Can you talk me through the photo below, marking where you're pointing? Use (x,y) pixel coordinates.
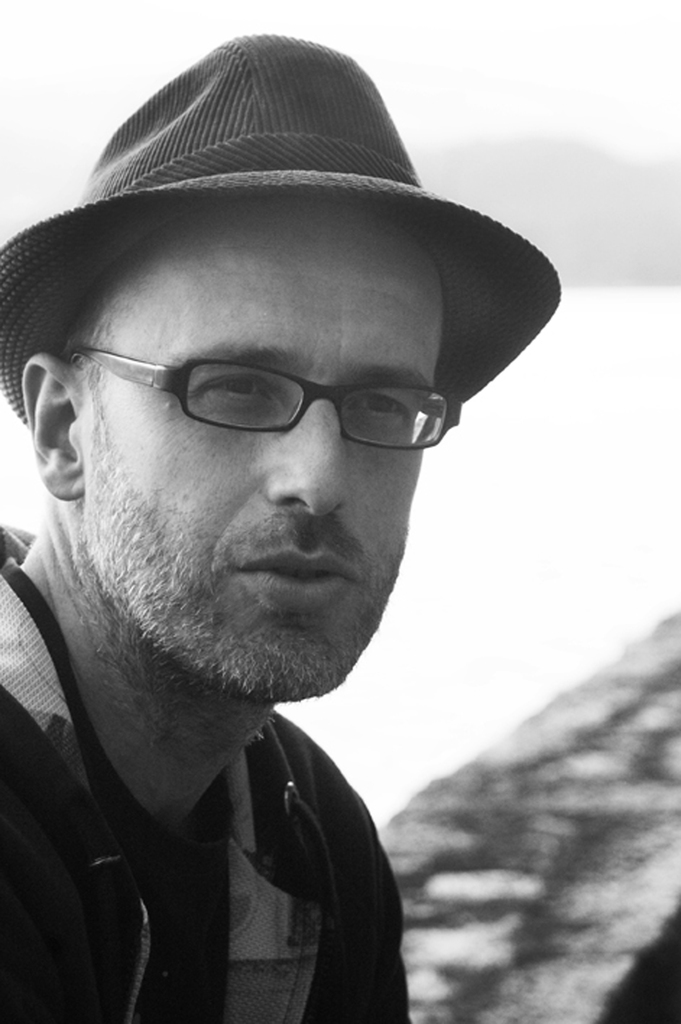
This is a black and white picture. The man (225,774) in front of the picture is wearing the spectacles (298,420) and a hat (239,145). In the right bottom (523,833), we see a wall (542,792). In the background (543,399), it is white in color.
